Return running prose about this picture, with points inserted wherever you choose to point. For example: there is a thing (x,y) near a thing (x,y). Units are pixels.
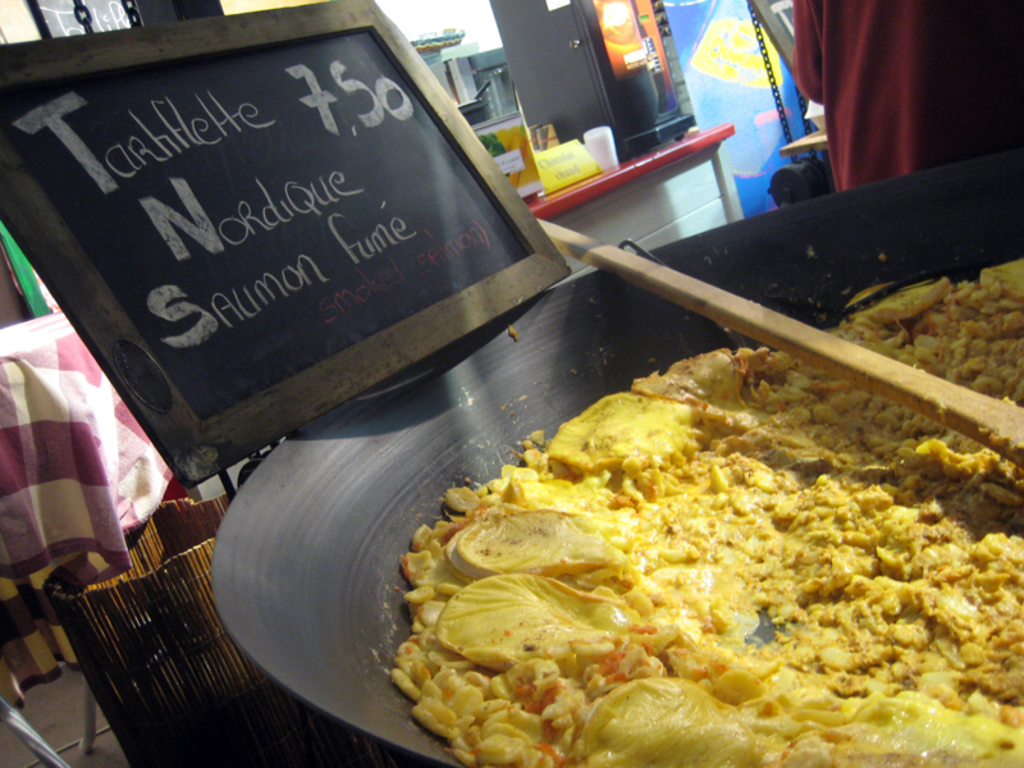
In this picture we can see a bowl (371,657) in the front (371,657), there is some food (739,516) and a spoon (817,354) present in the bowl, there is a chalk slate (350,182) in the middle (420,324), we can see some text (204,242) on the slate (341,150), in the background (632,189) there is a counter top (633,180), we can see a glass (600,163), a board (552,159) and other things (525,135) present on the counter top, on the left side (131,442) we can see a cloth (138,496) and a basket (128,584).
